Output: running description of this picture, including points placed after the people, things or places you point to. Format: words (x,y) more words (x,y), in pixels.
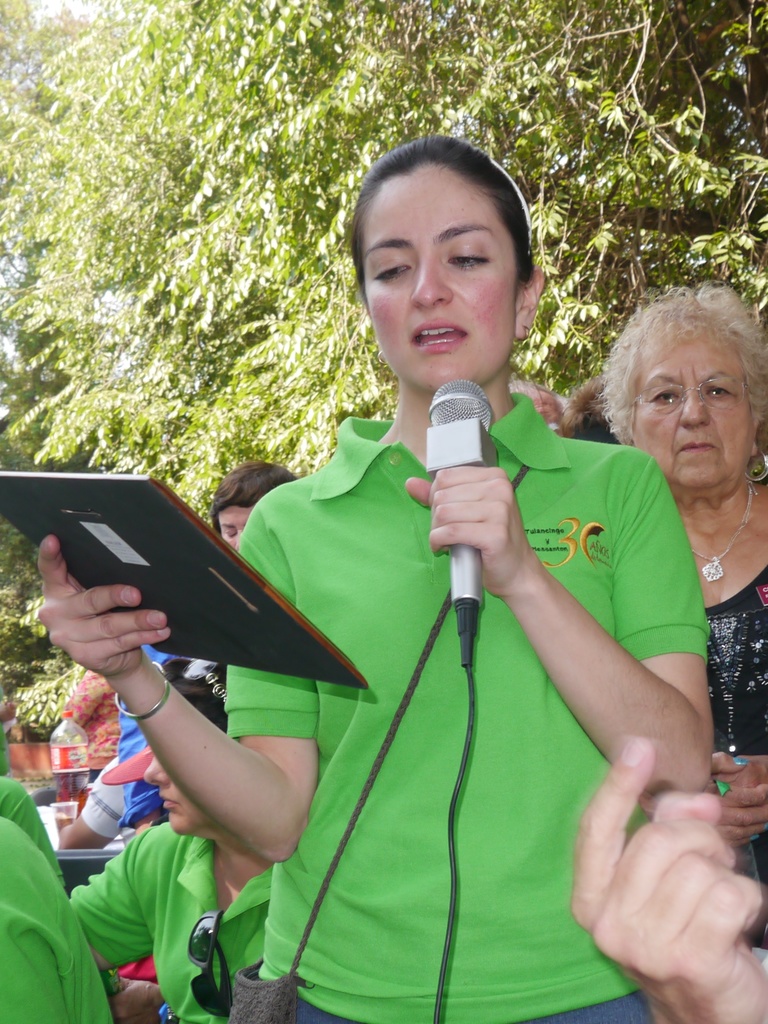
In this picture we can see woman (377,597) holding mic (475,403) in her hand (505,559) and looking at file (165,530) in other hand (88,601) and she is talking and at back of her we can see some more persons (169,801), bottle (63,792), goggle (206,933) and in the background (151,133) we can see trees (300,77).
